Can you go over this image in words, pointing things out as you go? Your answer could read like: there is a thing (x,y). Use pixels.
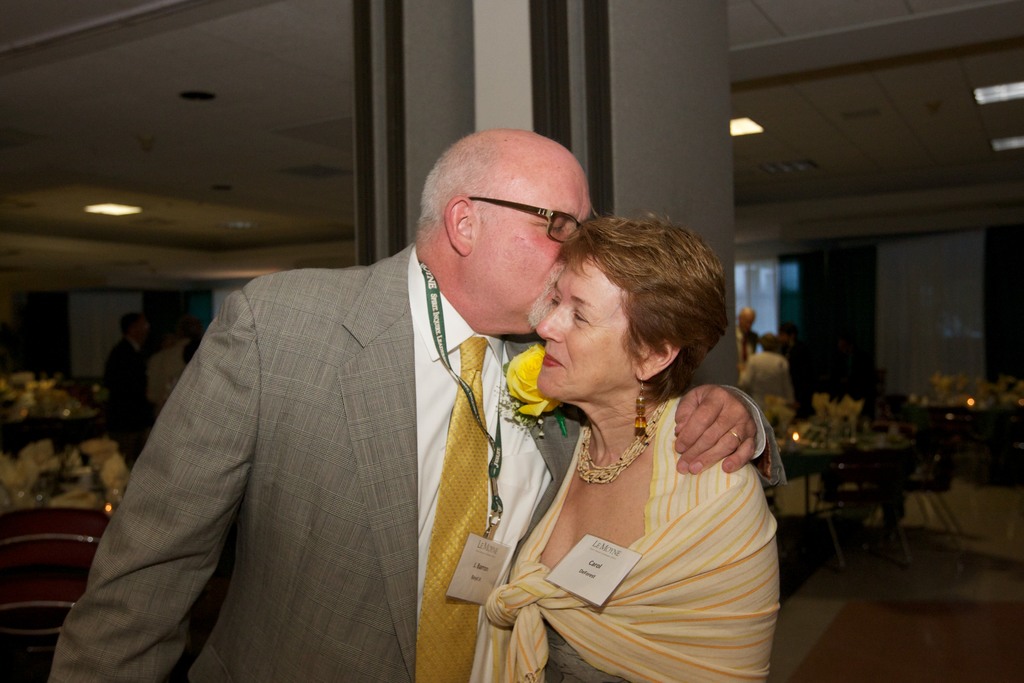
This picture is inside view of a room (335,231). In the center of the image (491,360) we can see a man (540,446) and a lady (625,446) are standing. In the background of the image (952,461) we can see tables (829,457), chairs (855,477) and some persons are there. On the table (888,447) we can see some objects (858,415) are there. At the top of the image (884,111) roof (785,118) and lights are there. At the bottom of the image (979,614) floor (995,606) is present.
